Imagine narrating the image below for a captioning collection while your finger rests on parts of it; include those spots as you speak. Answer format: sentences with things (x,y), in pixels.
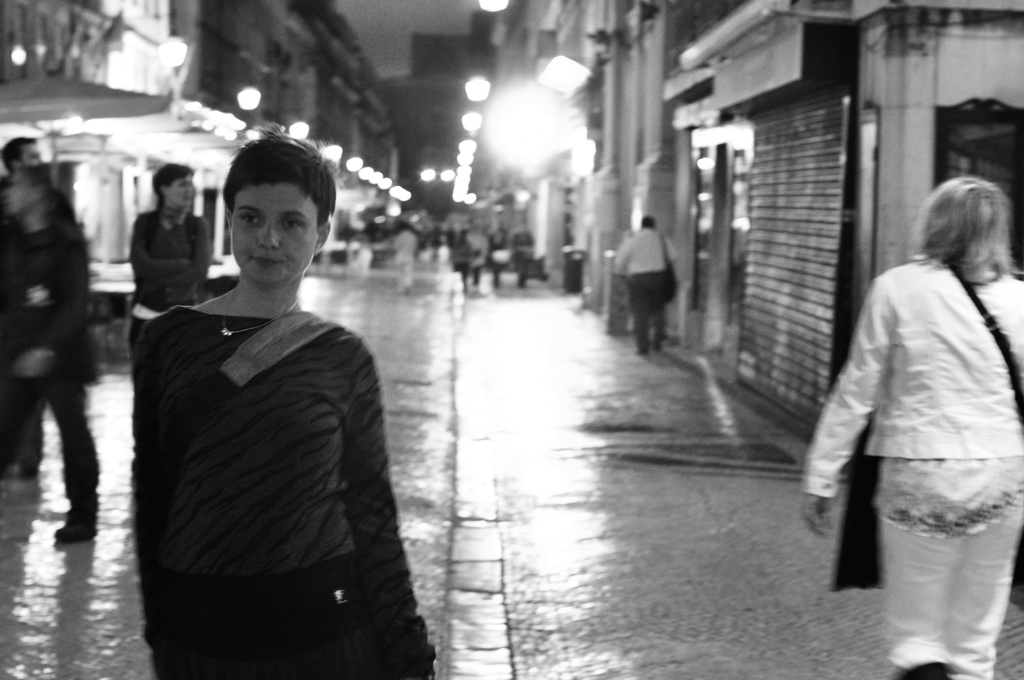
In this image we can see a black and white picture of a group of people (988,426) standing on the ground (583,576). On the left (208,96) and right side of the image (889,120) we can see buildings (536,181) and some lights (560,126). At the top of the image (413,32) we can see the sky (386,31).
